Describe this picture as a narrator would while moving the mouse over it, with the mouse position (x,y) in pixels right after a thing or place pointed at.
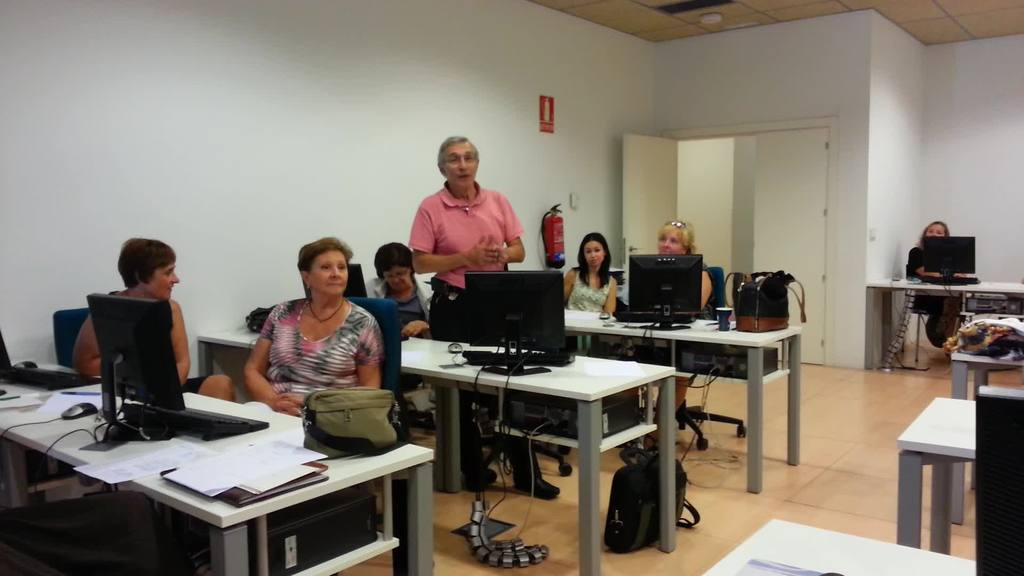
In this image there are some people (481,400). In them a old man (469,247) standing. People (279,323) are arranged at a desk (290,449) which are placed in a row. There are desktops (169,349) in front of them and they are eagerly listening to the old man (436,327). There is woman (915,255) at corner (921,240) of the room (903,265). The room (720,292) has false ceiling (786,20). The walls (672,58) are painted in white. The door (787,187) is half opened. There is a fire extinguisher (560,241) beside the door (645,199).
